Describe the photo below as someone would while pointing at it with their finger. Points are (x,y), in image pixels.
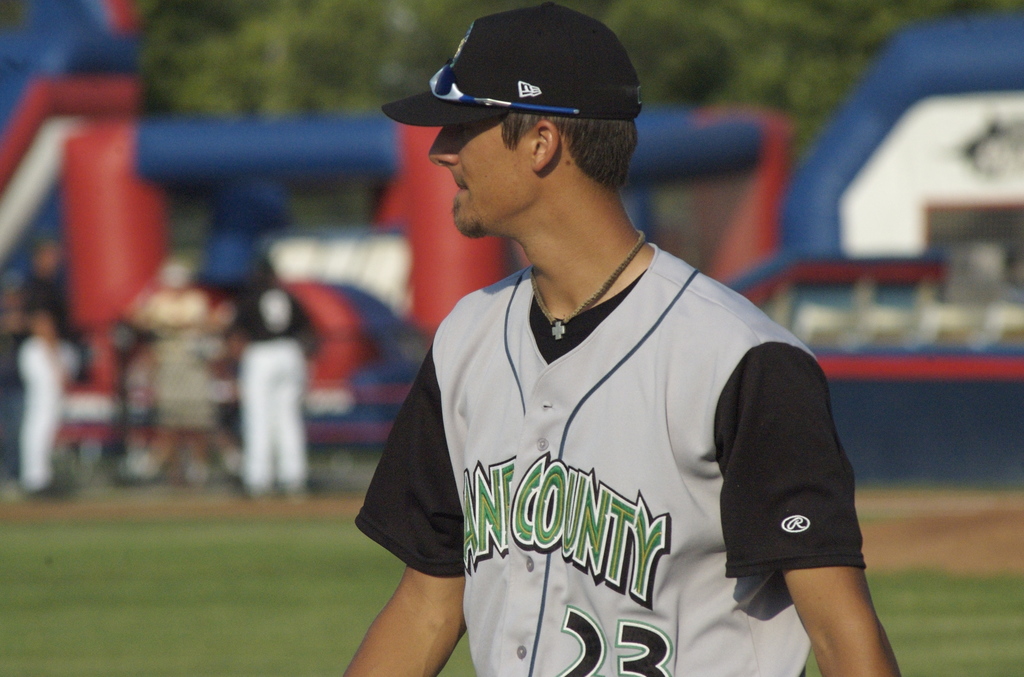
This picture is clicked outside. In the foreground (659,344) there is a person (716,305) wearing t-shirt (707,342), cap (531,94). In the background (235,336) we can see the trees (821,10), tents (802,201), group of persons (162,421) and the green grass (281,590) and some other objects (841,350).
